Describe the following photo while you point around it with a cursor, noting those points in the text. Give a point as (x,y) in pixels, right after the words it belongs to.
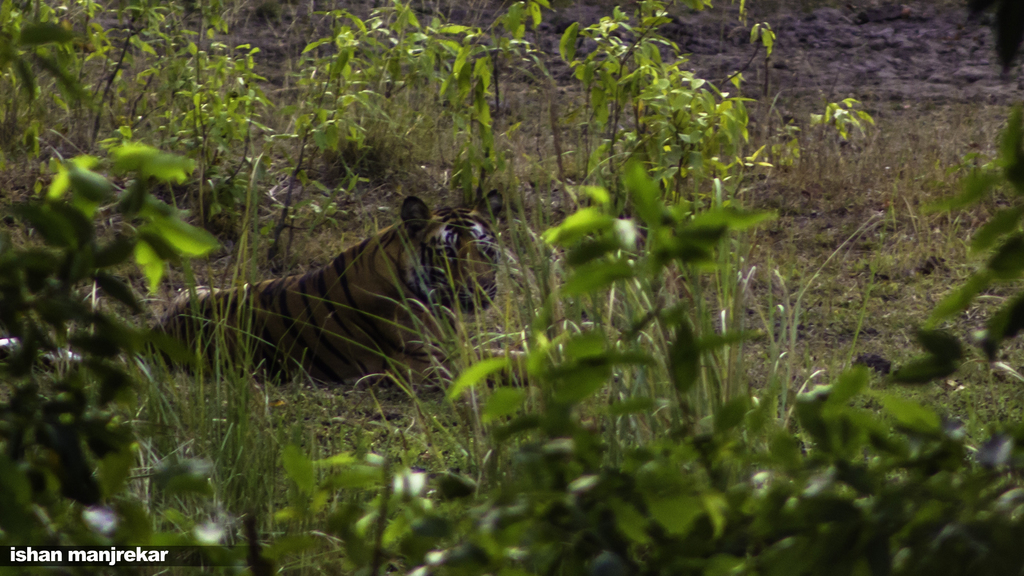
In this image there is a tiger (403,323) sitting on the grassland (564,312) having few plants (189,124). Left bottom there is some text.
